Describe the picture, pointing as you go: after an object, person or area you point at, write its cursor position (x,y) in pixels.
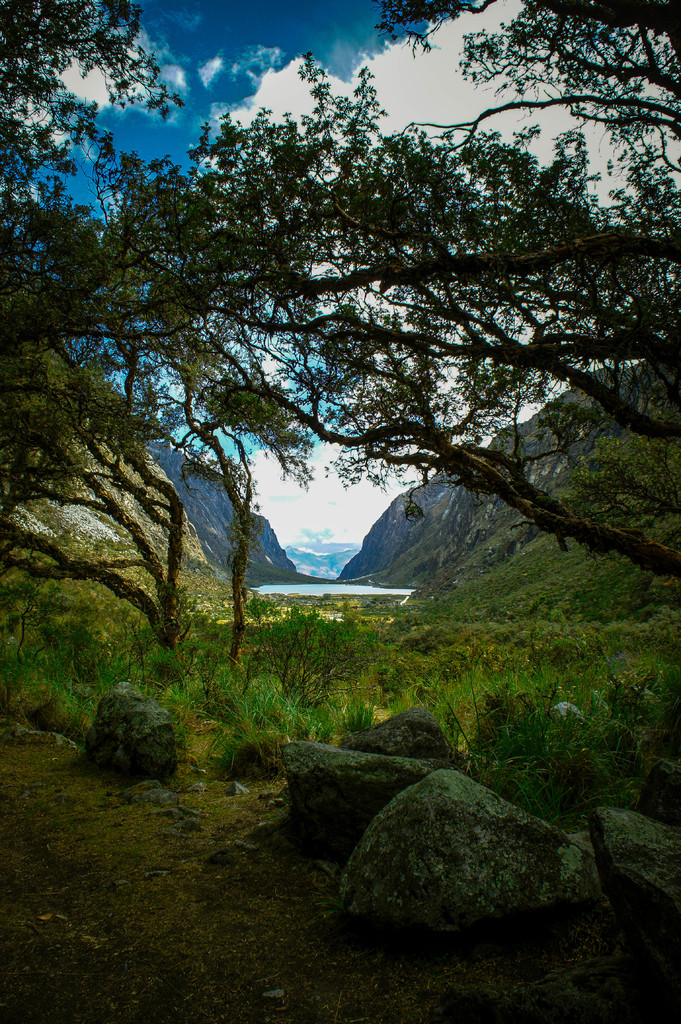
In this image, we can see some plants (194,686) and trees (586,284). There are hills (258,555) in the middle of the image (424,514). There are rocks (456,776) at the bottom of the image (360,745). In the background of the image (207,76), there is a sky (200,82).
